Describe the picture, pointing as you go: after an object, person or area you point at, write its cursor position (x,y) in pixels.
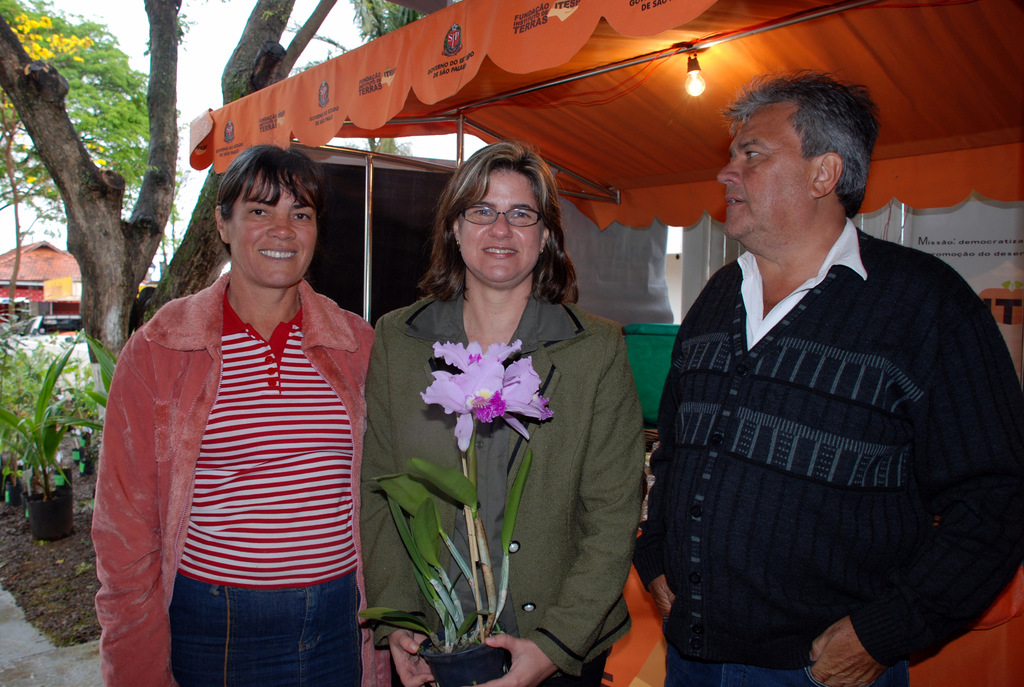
In this image, we can see three people (244,469) are standing. Here a woman (547,550) is holding a flower plant (465,629) with pot (467,647). Two people (178,358) are watching and smiling. Background (610,138) we can see stall (558,176), rods (411,162), light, trees (64,133), plants (77,405), shed (40,272), few objects (53,340) and sky (189,64).
